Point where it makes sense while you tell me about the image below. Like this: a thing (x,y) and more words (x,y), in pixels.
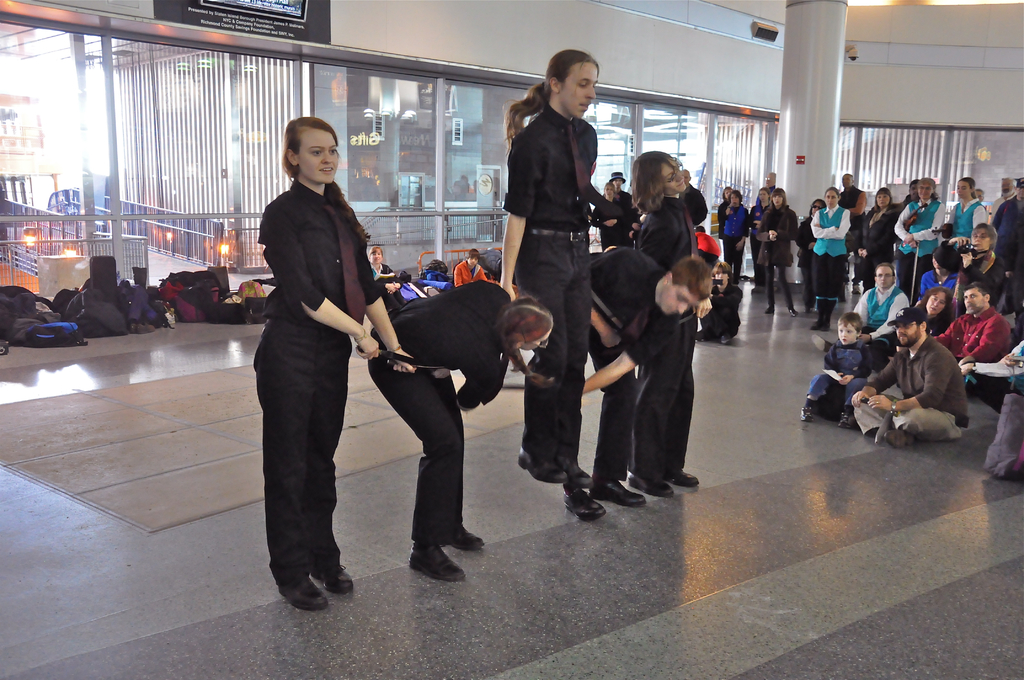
This is the picture of a room (758,486). In the foreground (307,284) there are group of people (526,367) standing and there are two persons (629,293) holding the another person (565,327). On the right side of the image (736,222) there are group of people (970,271), few people (936,198) are standing and few people (923,349) are sitting. On the left side of the image (226,319) there are bags (59,323) and at the top (269,24) there is a light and board (308,15).
